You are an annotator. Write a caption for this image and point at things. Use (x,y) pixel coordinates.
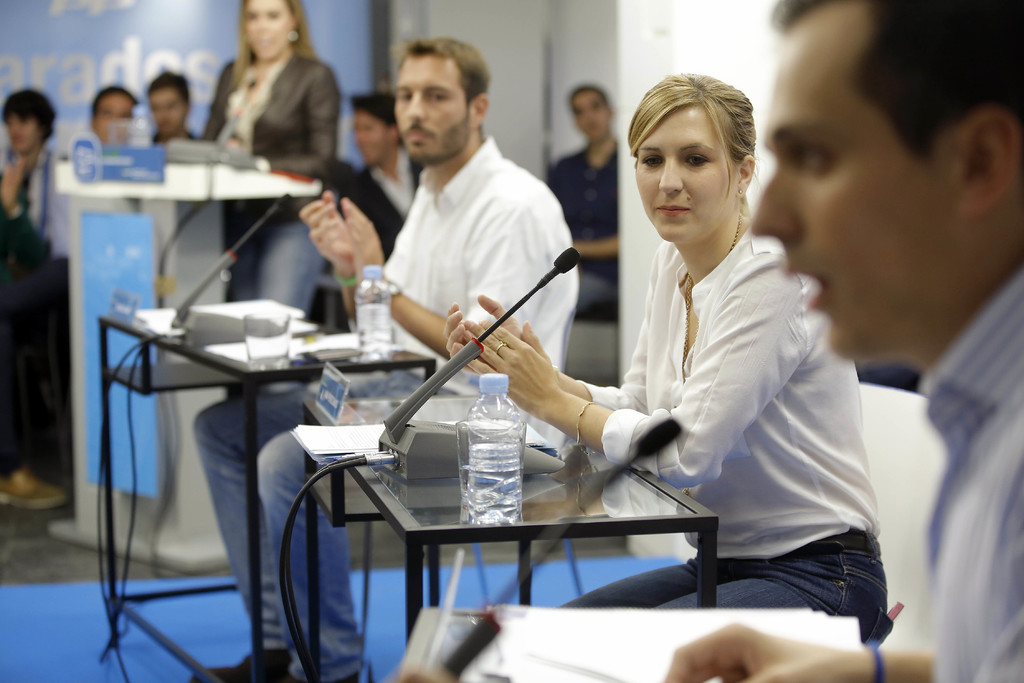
In this picture there is a woman (713,270) who is wearing a white shirt (760,493) and jeans (778,608). She is sitting on the chair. On the table (460,527) we can see water bottles (493,437), glass (285,351), mic (449,468) and papers (314,430). Here we can see the man (492,202) who is wearing white shirt (492,202), jeans (284,446) and shoe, sitting near to the table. On the speech desk (215,253) we can see a mic (184,147) and name plate (136,156). Beside that there is a woman (293,132) who is wearing black blazer (280,119), shirt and jeans (300,234). Here we can see group of persons (390,147) sitting near to the banner (360,38).
